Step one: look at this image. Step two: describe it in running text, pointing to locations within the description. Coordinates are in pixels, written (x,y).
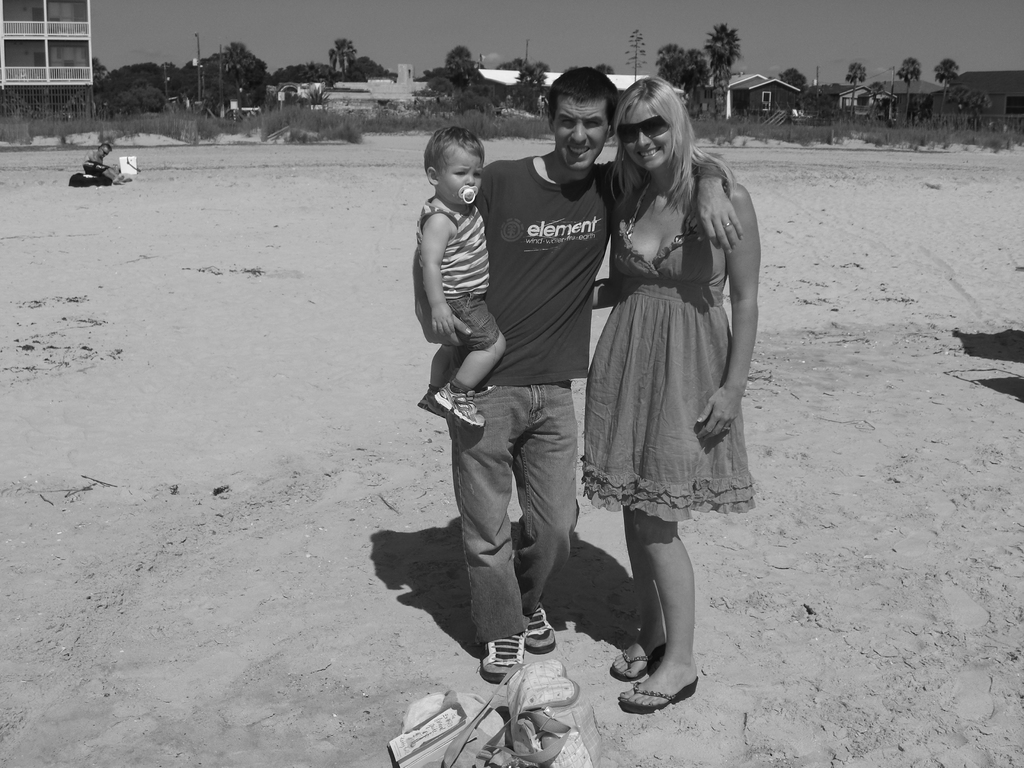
This image consists of four persons (464,374). In the front (659,432), we can see a woman (720,417) and a man (487,493) are standing. At the bottom (537,760), there is a bag (486,764) on the ground (334,717). In the background (245,86), there are houses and trees (535,95) along with a building (14,53). At the top (598,7), there is sky (533,7).
